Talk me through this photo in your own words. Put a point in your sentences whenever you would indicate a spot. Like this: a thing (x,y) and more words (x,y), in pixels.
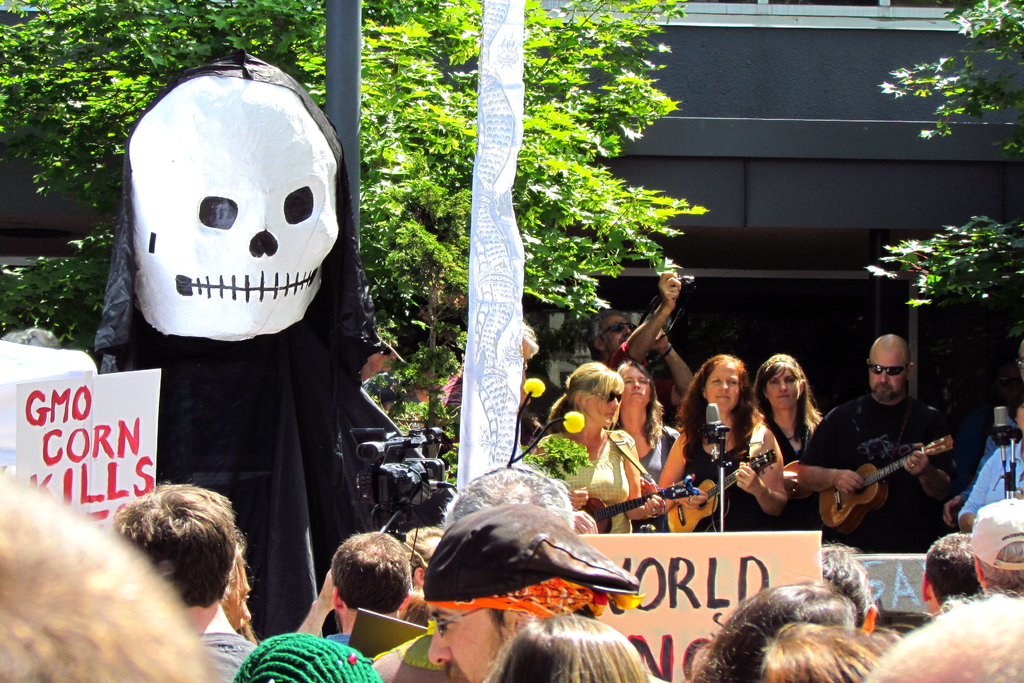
In this image I see few persons (577,397) over here in which these 3 (734,446) are holding the guitars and there are trees (172,2) over here. I can also see few people (29,627) here and 2 boards (774,578).
